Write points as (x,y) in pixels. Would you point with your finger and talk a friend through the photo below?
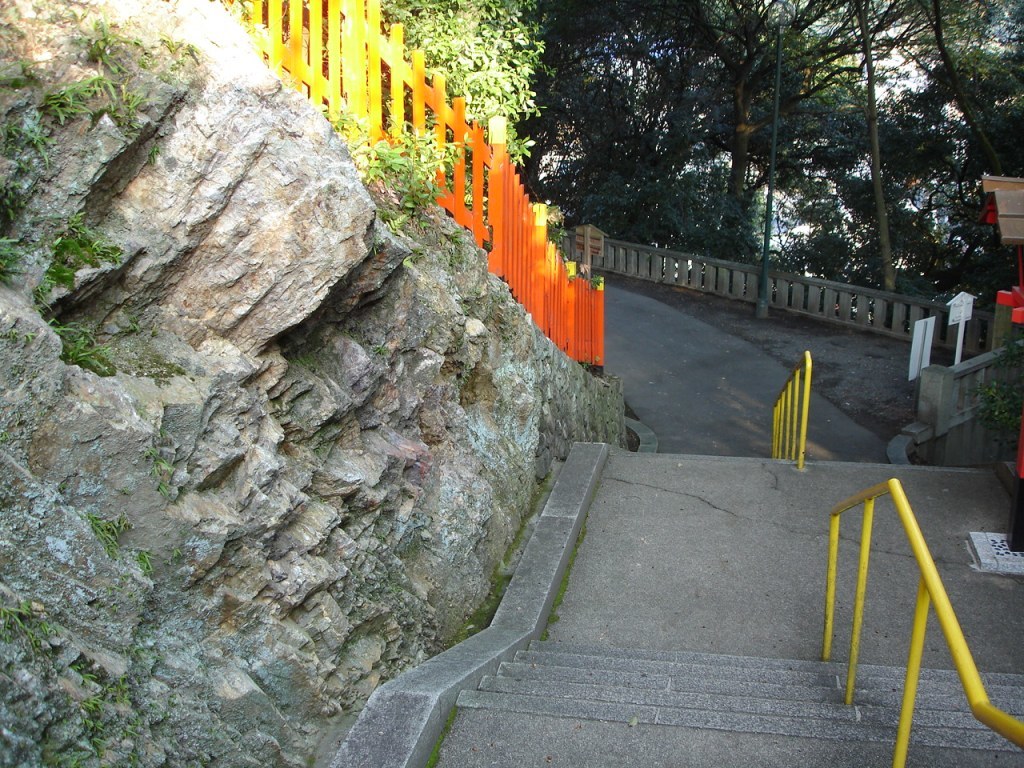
In this image we can see a wooden fencing (600,331), stairs (970,717), sign board (964,301) and trees (718,170).
